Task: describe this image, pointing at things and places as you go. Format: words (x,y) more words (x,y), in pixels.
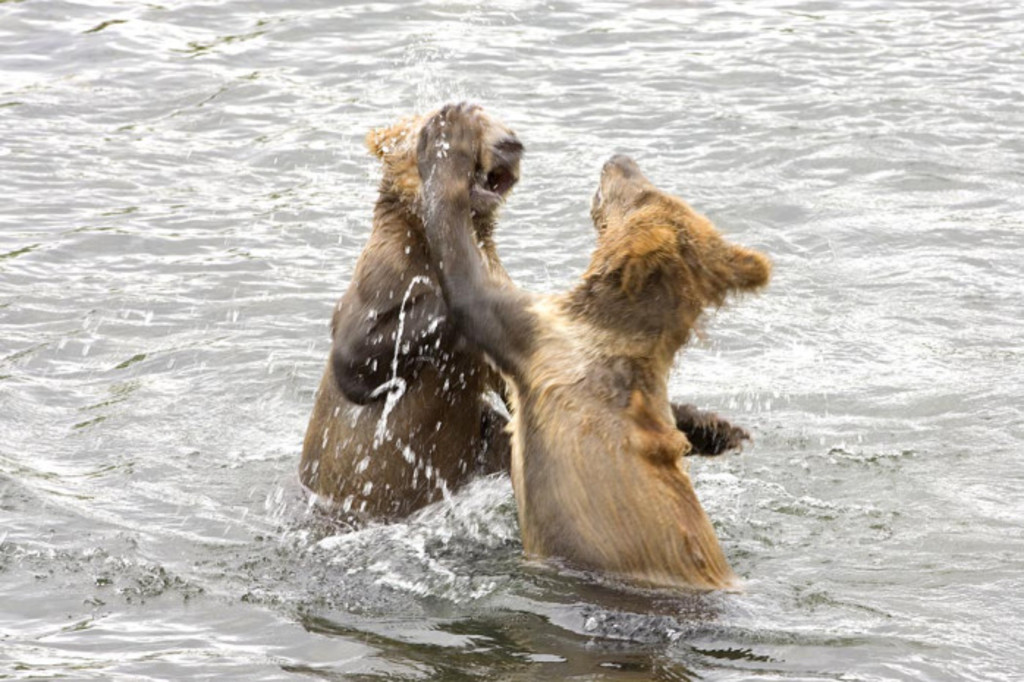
In this image we can see two animals (440,415) in the water (597,588).
